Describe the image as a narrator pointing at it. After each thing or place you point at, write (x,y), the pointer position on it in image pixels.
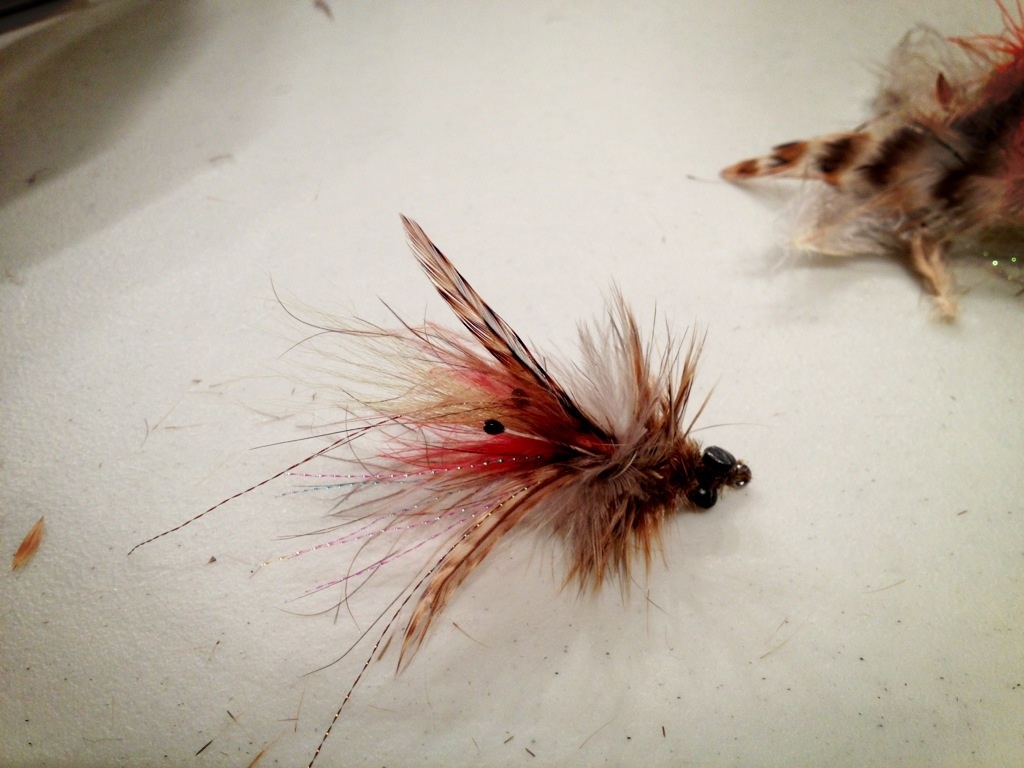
In this picture there are two artificial insects (557,508) on the white color cloth (395,589).
